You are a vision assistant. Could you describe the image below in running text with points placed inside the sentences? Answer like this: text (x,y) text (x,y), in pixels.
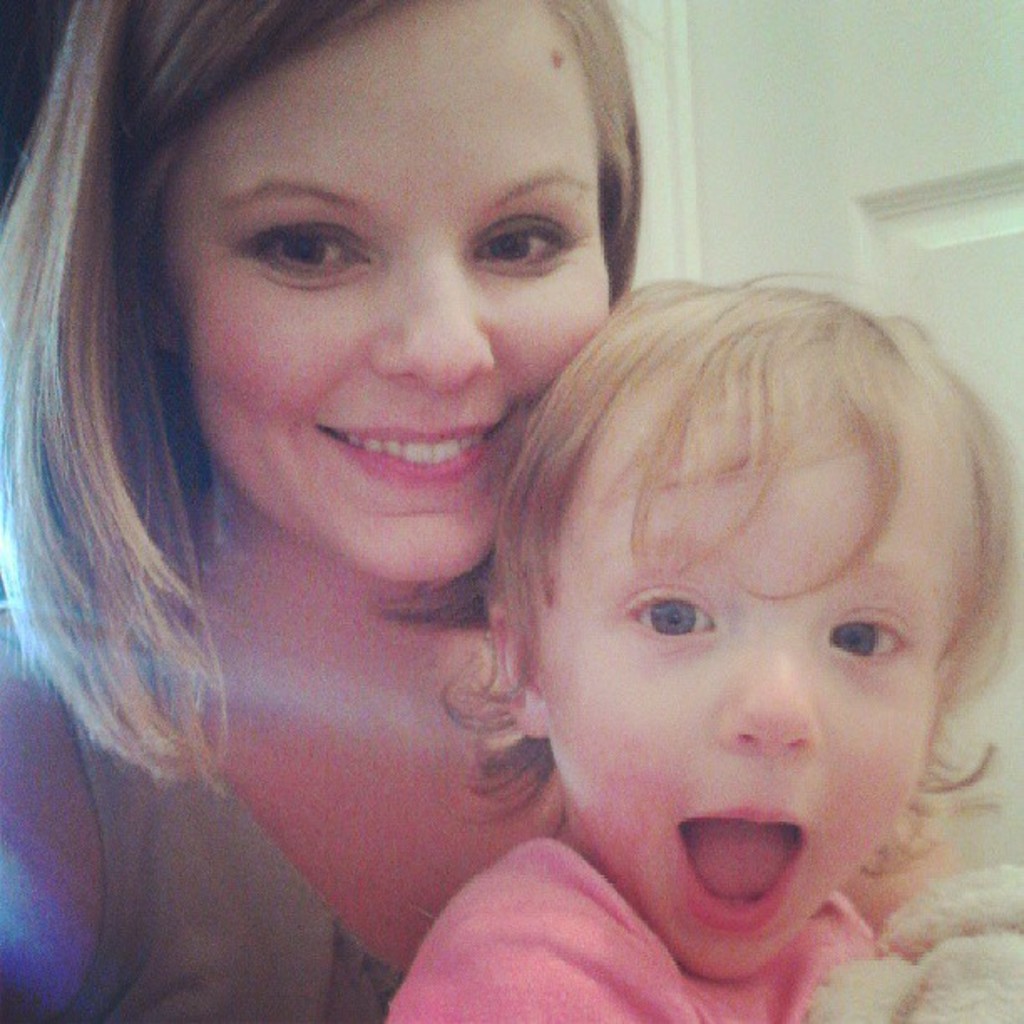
In the center of the image (594,486) there is a girl (484,896) and there is a lady (12,610). In the background of the image (820,44) there is a door (985,139).
